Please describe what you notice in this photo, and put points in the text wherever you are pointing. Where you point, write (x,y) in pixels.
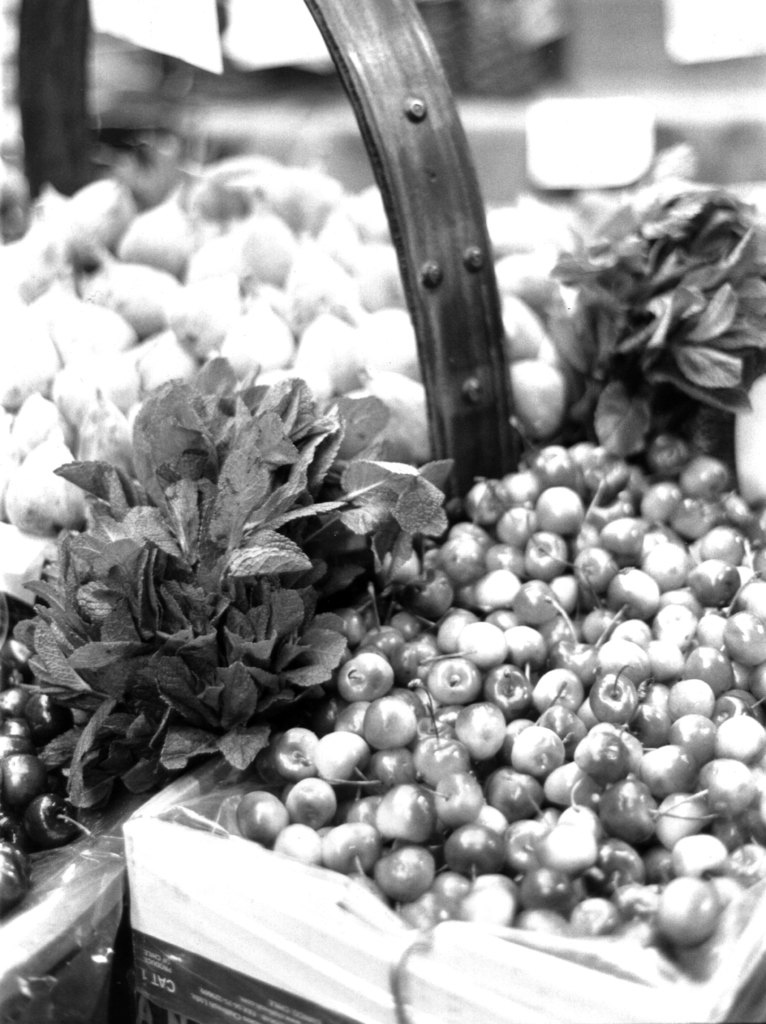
This is a black and white picture. In this there are fruits (515,539) in the baskets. Also there are leaves (650,358). In the background (605,36) there is blur.
